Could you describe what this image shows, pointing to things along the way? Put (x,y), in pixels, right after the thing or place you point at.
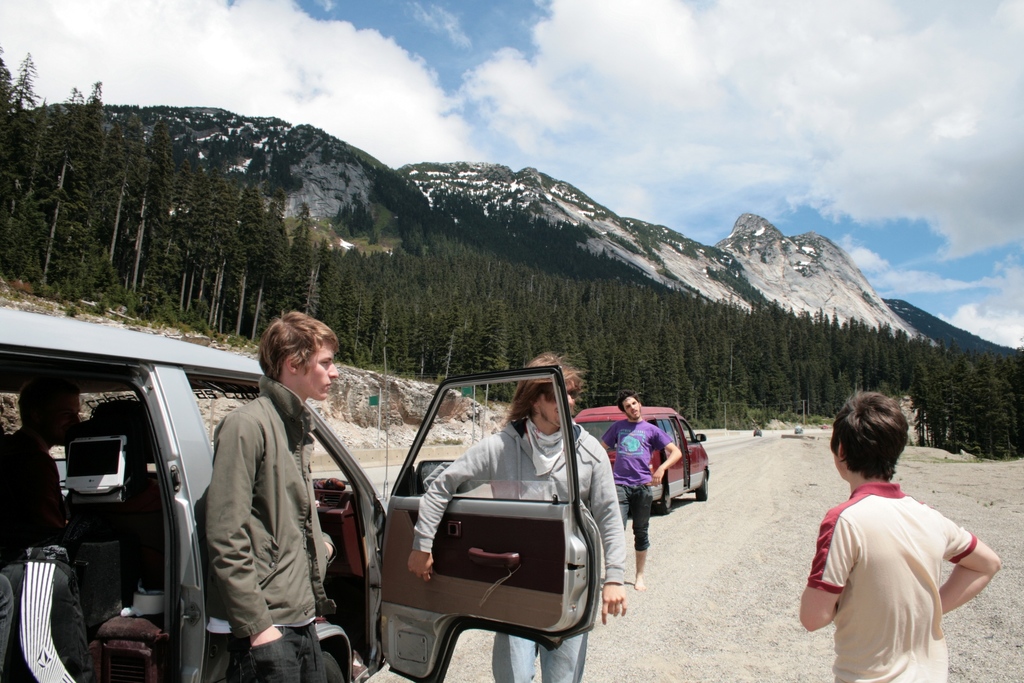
4 persons (904,548) are standing near the vehicles (188,561). There are trees (534,302), mountains (665,247) sky (689,159) in the middle of an image (644,302).
